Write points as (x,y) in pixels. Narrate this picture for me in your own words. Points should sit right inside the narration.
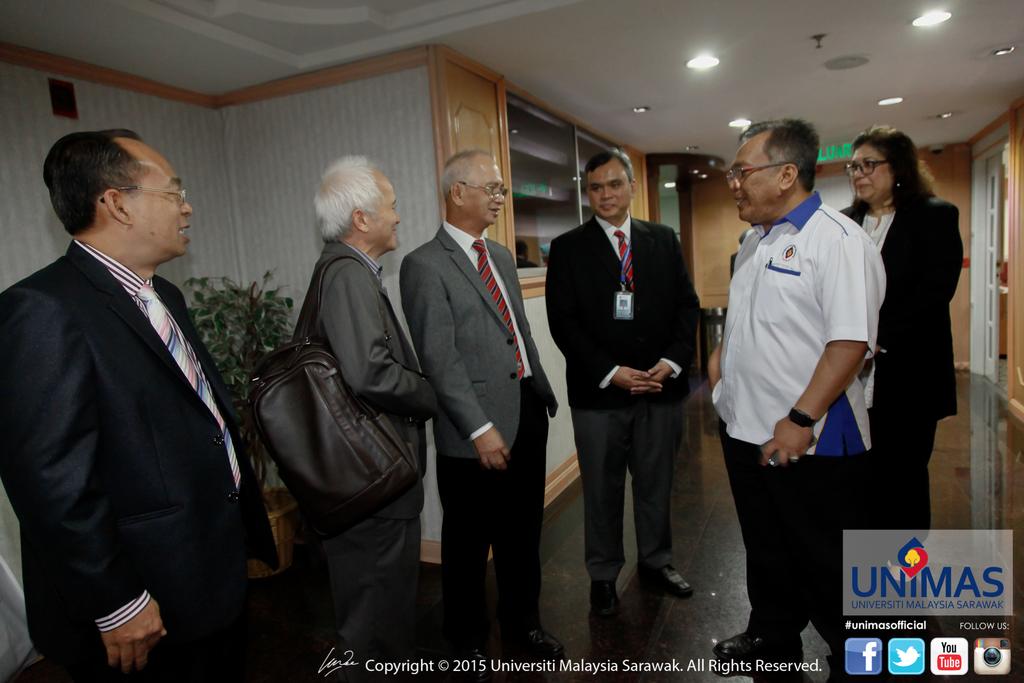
This image is taken indoors. At the bottom of the image (643,625) there is a floor (662,609). In the background (196,215) there are a few walls (1021,266) with doors (987,254) and there are a few cupboards (534,207). At the top of the image (525,84) there is a ceiling (759,52) with a few lights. On the left side of the image (143,286) a man (135,464) is standing on the floor (714,556) and there is a plant (252,306) in the pot (277,533). In the middle of the image (435,404) four men (636,274) and a woman (906,296) are standing on the floor (722,615) and they are with smiling faces (875,175). On the right side of the image (856,595) there are a few logos (941,642) and there is a text (912,582) on the image.
